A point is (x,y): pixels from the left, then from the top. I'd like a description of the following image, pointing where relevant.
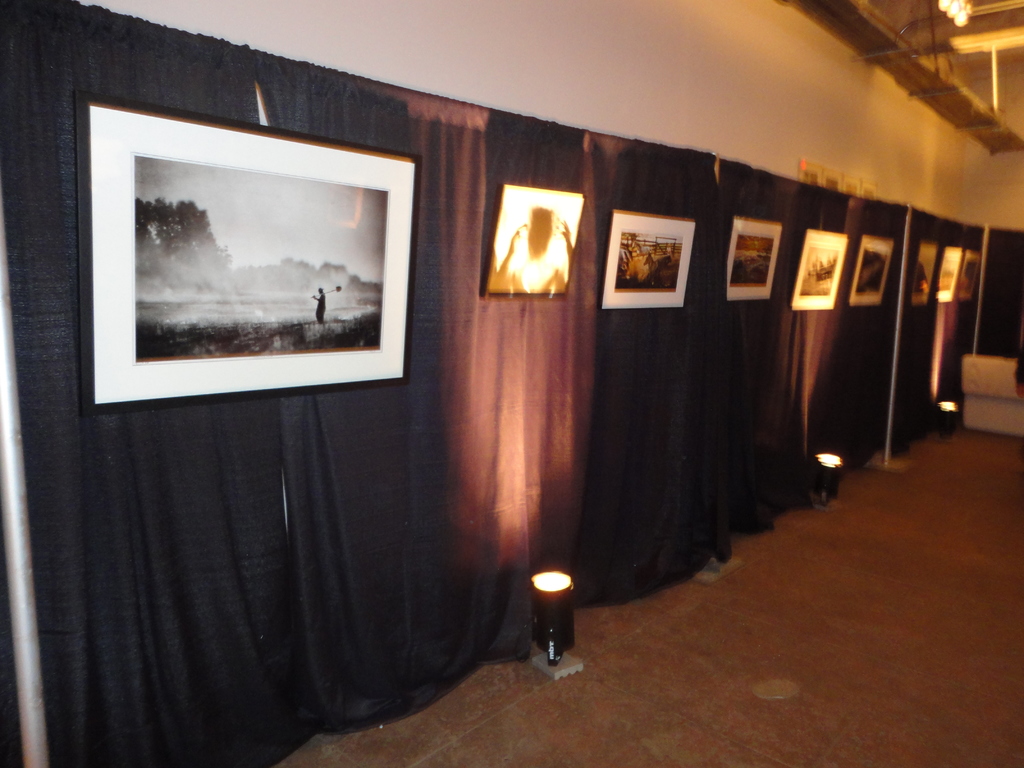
In this picture we can see curtains (525,313), lights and frames (497,278) on the wall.
